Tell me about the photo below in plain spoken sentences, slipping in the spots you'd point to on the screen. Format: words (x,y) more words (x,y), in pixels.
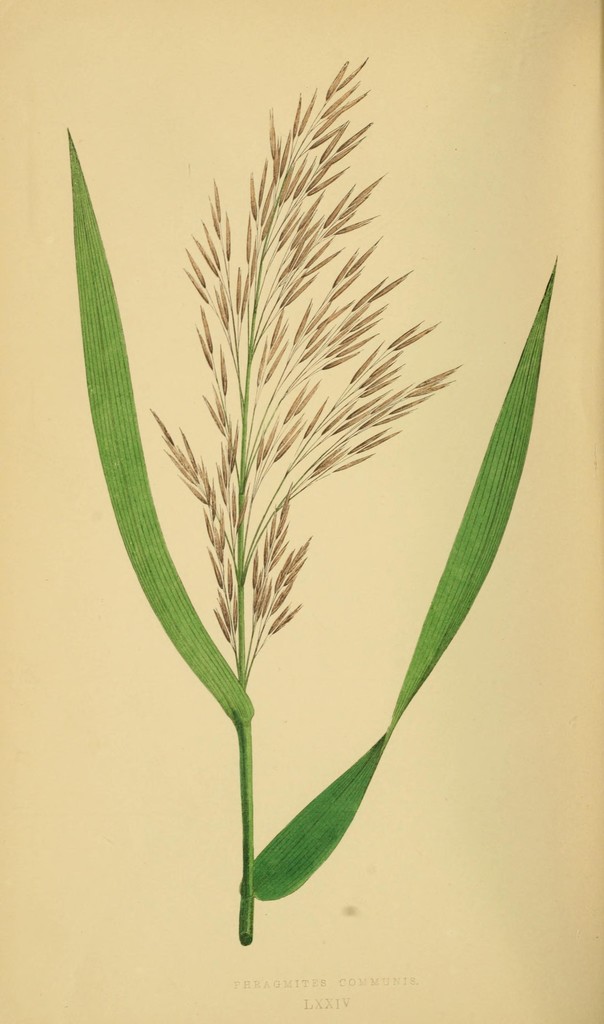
This is a picture of a plant (476,500). We can see green leaves (109,424). At the bottom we can see there is something written.
